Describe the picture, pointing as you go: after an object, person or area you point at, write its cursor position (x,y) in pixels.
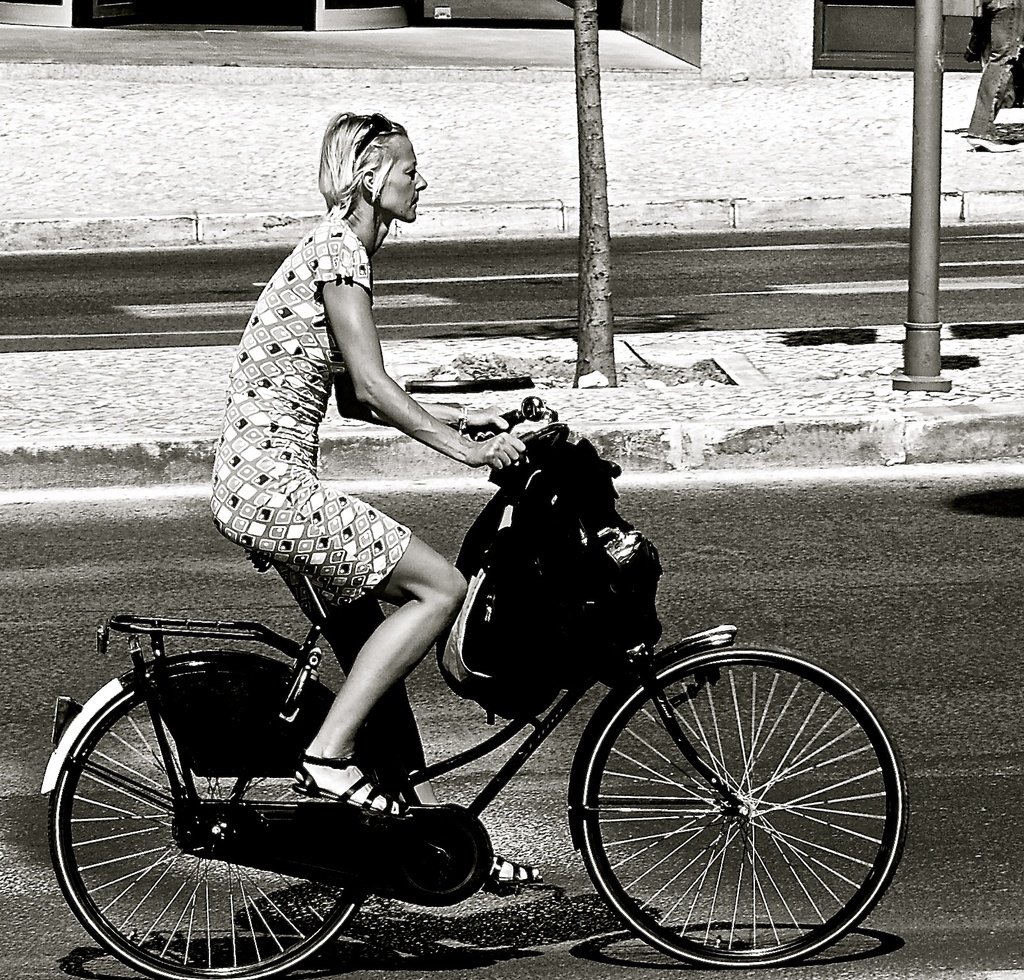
In this image I can see a person (302,409) riding the bicycle (465,808). And to the right of that person (310,395) there is a tree (600,183) and the pole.
